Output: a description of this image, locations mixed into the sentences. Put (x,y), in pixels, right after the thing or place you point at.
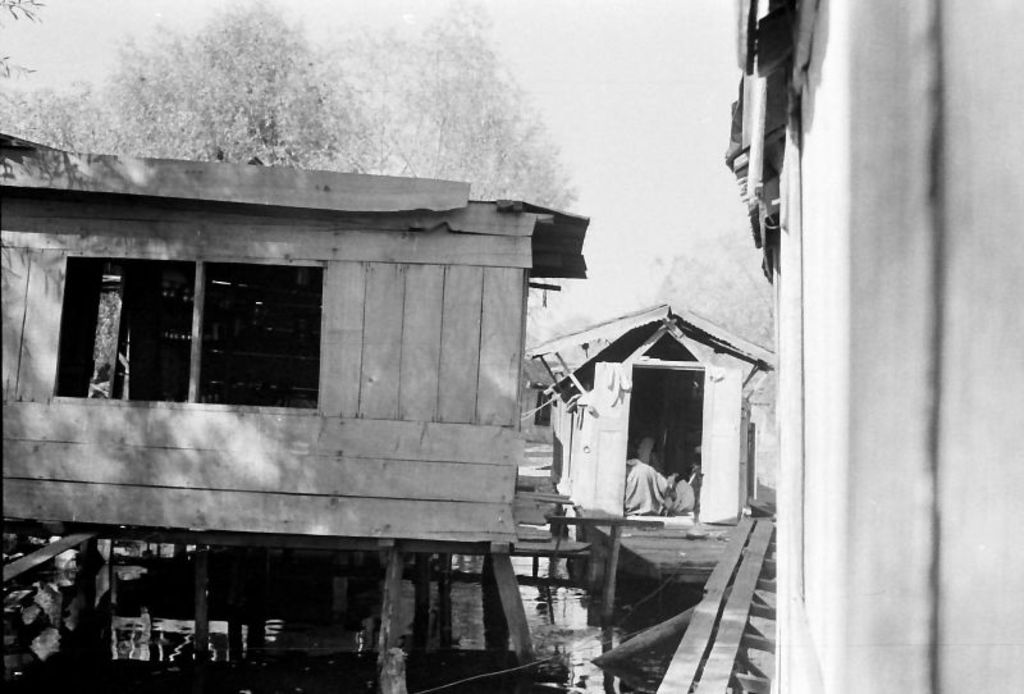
In this picture I can see few wooden houses (499,380) and trees (398,143) and a cloudy sky (603,98).
